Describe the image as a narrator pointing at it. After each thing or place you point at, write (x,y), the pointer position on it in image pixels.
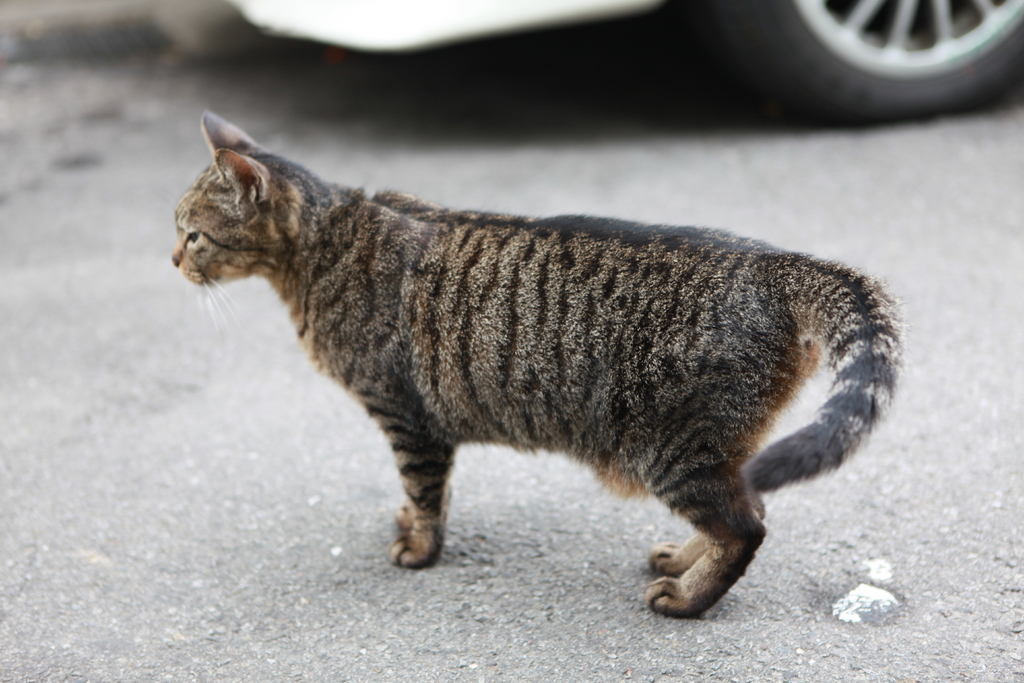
In this picture there is a cat (629,271) in the center of the image (353,328) and there is a car (383,8) at the top side of the image (841,104).
